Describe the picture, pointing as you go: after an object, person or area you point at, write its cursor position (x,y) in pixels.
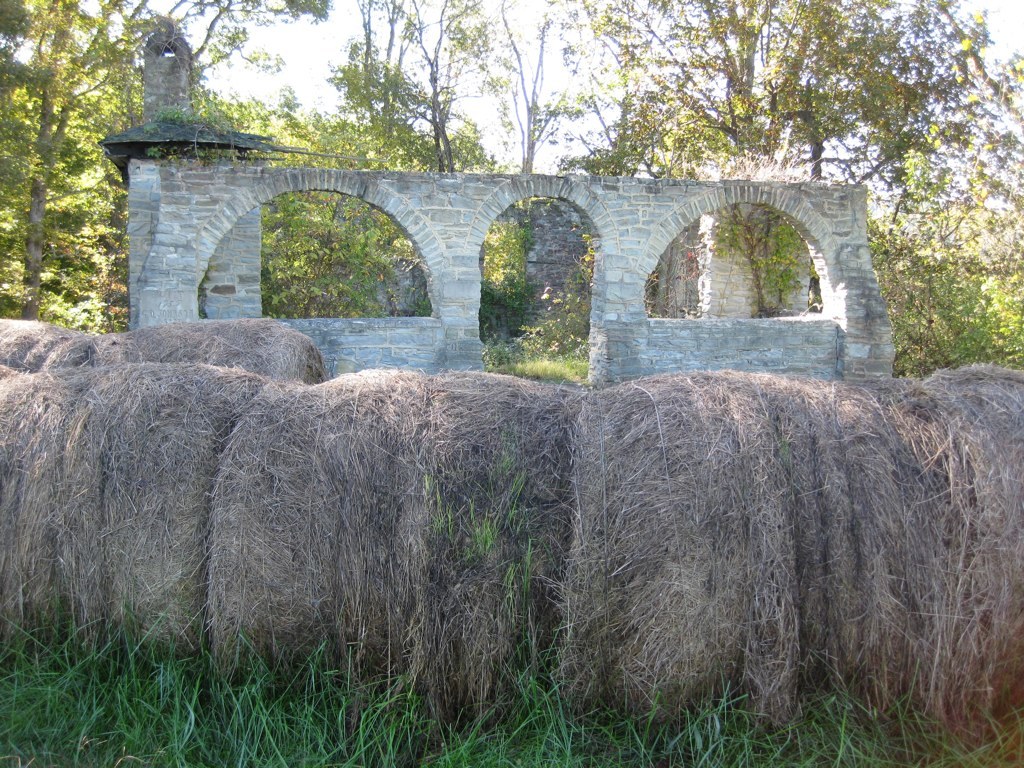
I think these are the dried grass rolls (441,515). This looks like a wall (399,215) with an arch (378,193). I can see the trees (343,112) with branches (232,41) and leaves (63,217). At the bottom of the image (176,672), that looks like the grass (335,742), which is green in color.
